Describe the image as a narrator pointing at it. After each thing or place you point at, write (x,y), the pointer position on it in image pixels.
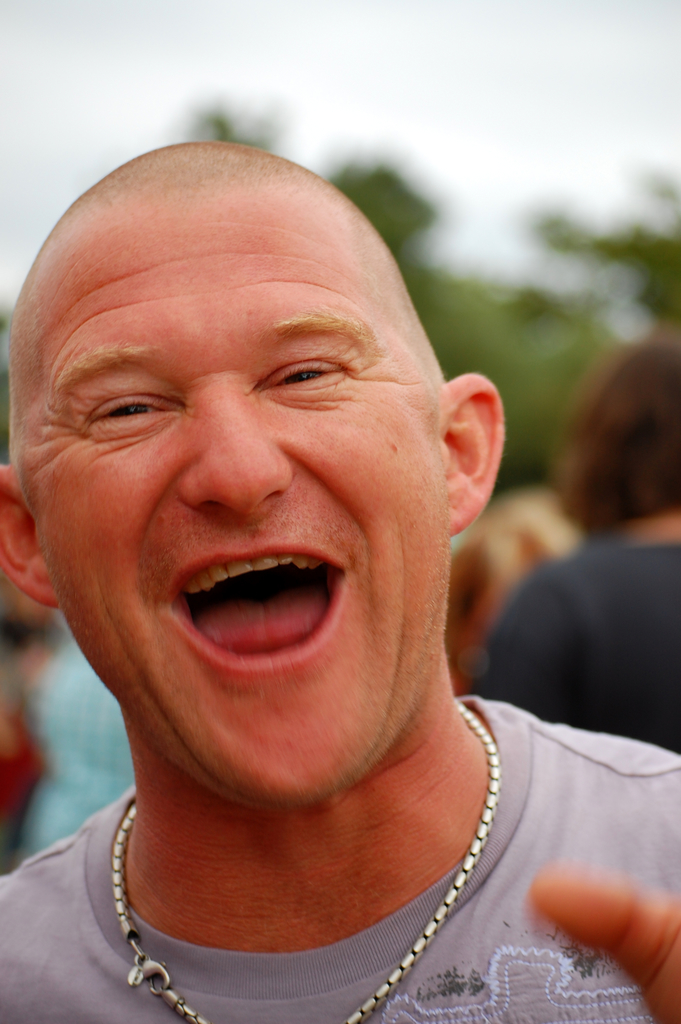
In this picture we can see a man (227,850) is smiling and behind the man (259,757) there are some people (580,596), trees (506,447) and a sky (374,53).
